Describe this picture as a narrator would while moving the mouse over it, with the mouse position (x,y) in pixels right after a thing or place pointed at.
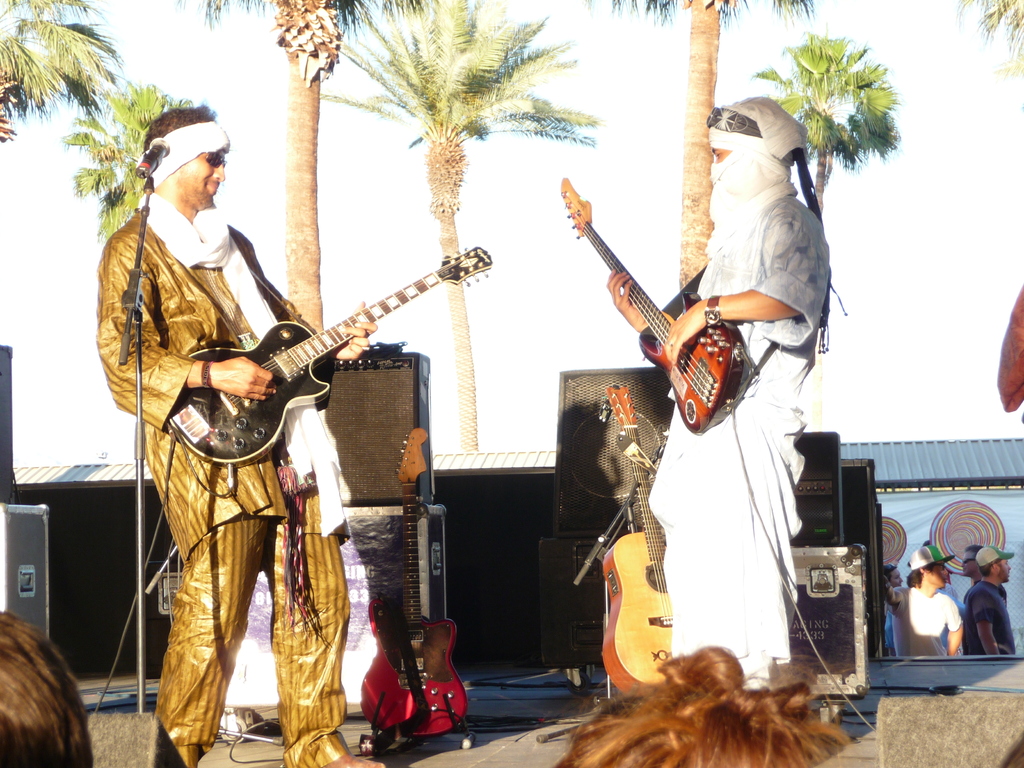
In this picture we can see two persons (187,669) standing and they are playing guitar (685,355). On the background (420,58) we can see some trees (404,69). And this is the sky (651,118) and these are some musical instruments (433,664).
